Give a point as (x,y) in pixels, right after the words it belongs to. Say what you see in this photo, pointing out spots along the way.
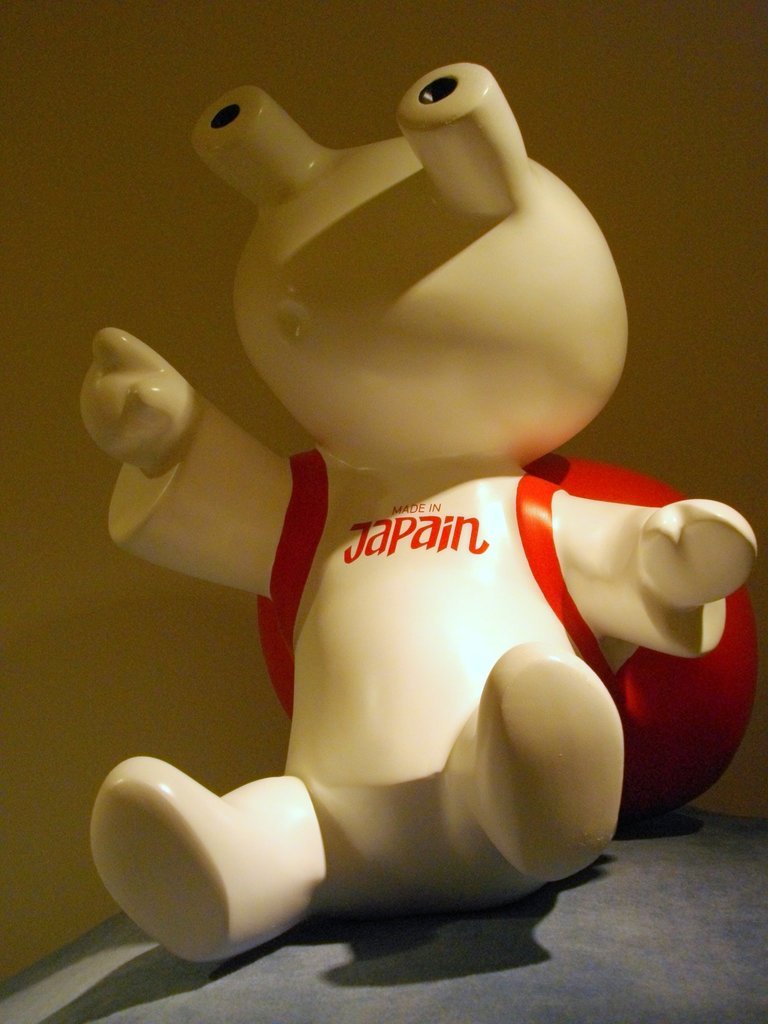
In this picture there is a toy (338,601) which is kept on the bed (575,884). At the back (687,303) there is a wall (699,212). On the toy (364,445) we can read that made in japain.
